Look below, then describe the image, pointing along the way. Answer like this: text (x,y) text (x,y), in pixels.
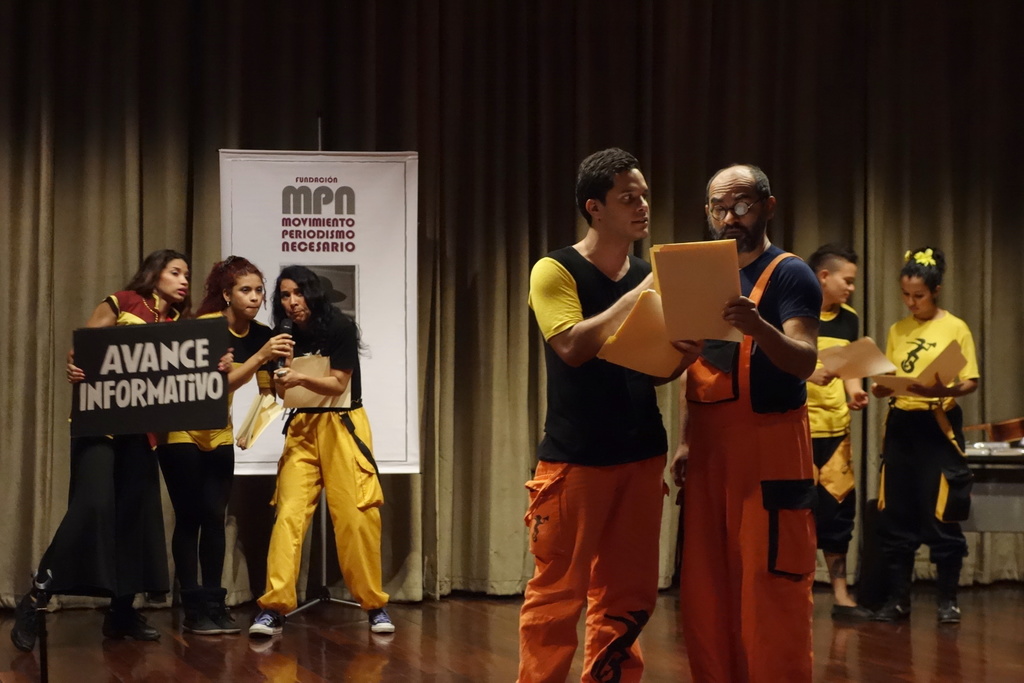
In this image I can see group of people (556,346) standing. The person (584,349) in front (600,427) wearing black shirt (597,440), orange pant (589,523) and holding few papers (702,309). Background (335,329) I can see a person (322,327) holding a microphone (284,322) and singing, and I can see white color banner (322,270) and brown color curtain (461,154).
